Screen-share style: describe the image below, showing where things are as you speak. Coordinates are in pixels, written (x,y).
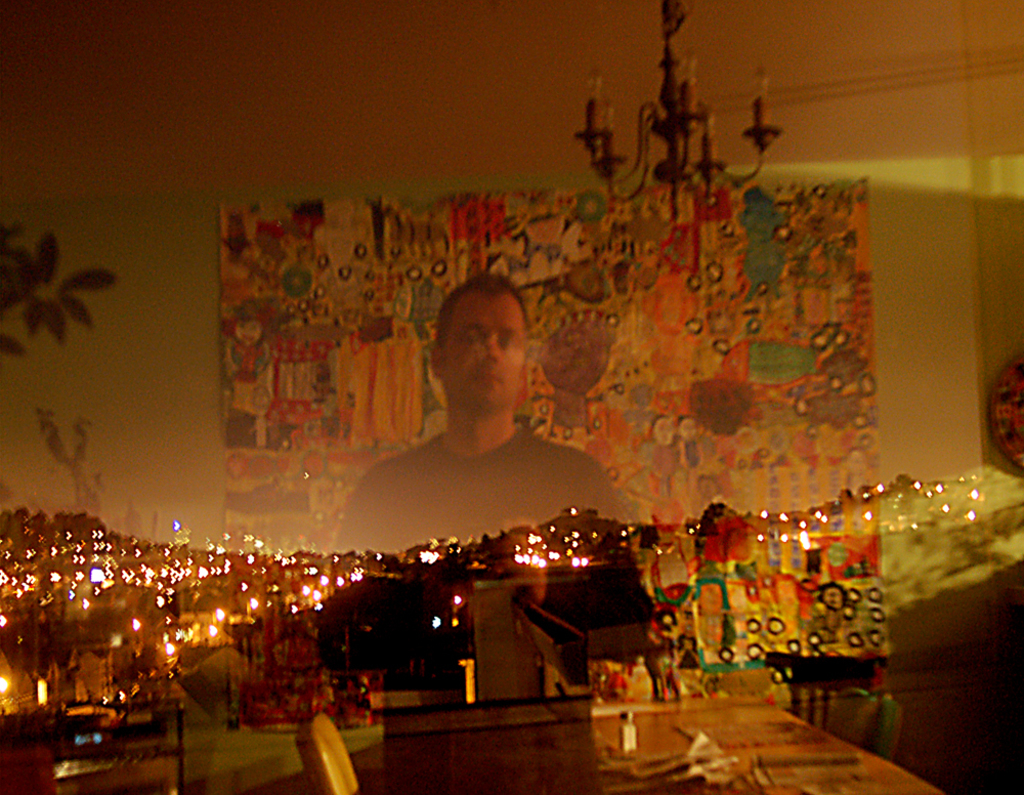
In this image there is a person (477,502) truncated towards the bottom of the image (487,532), there is an object (438,418) behind the person (469,398), there are lights (536,540), there is a table (712,716) truncated towards the bottom of the image (717,756), there are objects (704,766) on the table (676,707), there are object (117,782) truncated towards the bottom of the image (24,771), there are object (136,780) truncated towards the left of the image (45,586), there are object (1017,430) truncated towards the right of the image (1004,381), there is a light (674,126) truncated towards the top of the image (720,72), there is the wall (644,85) truncated towards the top of the image (403,87), there is a plant (46,272) truncated towards the left of the image (63,323).
